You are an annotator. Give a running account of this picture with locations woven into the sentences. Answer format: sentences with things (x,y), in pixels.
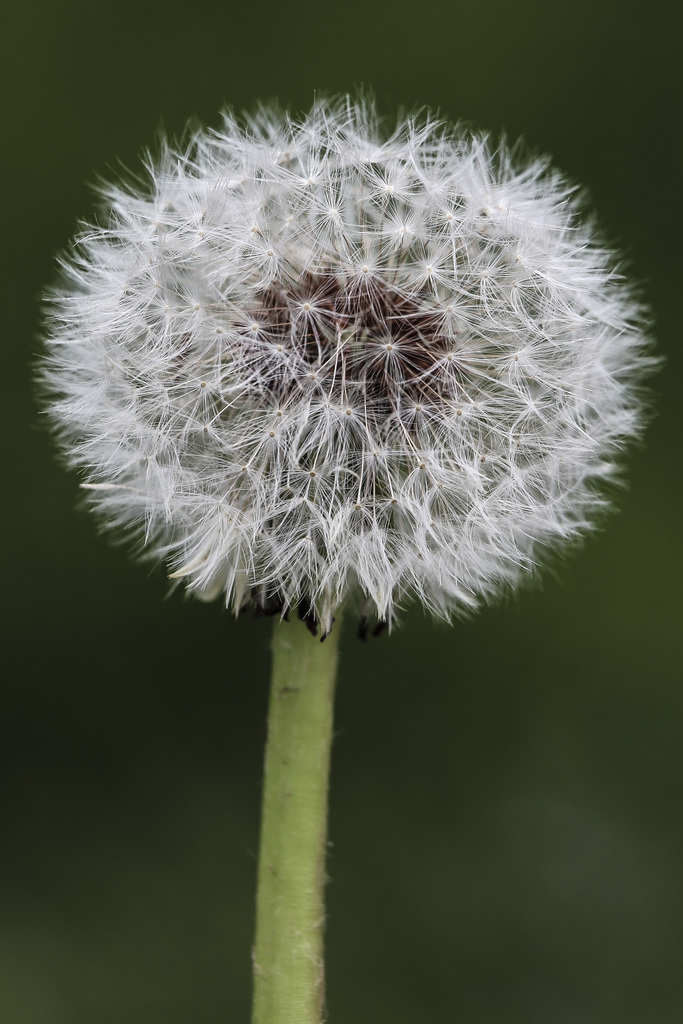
In this image, we can see a white color flower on a green color stem (294,726), there is a blur background (120,738).
